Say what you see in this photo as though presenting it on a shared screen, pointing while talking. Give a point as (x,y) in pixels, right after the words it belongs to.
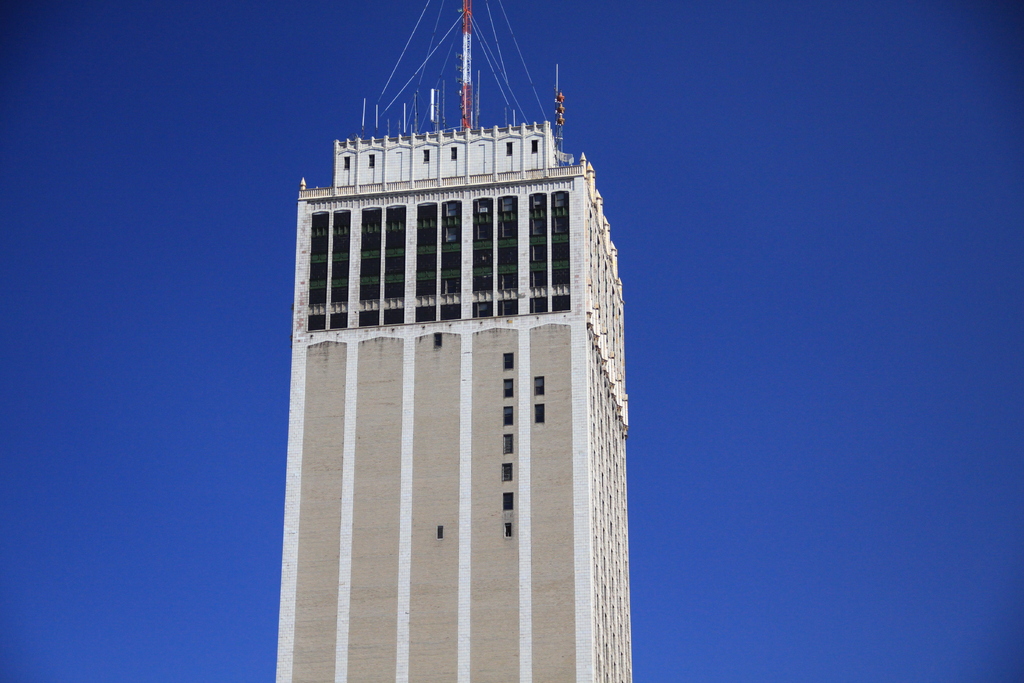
In front of the image there is a tower (498,438). On top of it there are antennas (469,107) and signal poles (416,109). In the background of the image (827,302) there is sky (849,324).
